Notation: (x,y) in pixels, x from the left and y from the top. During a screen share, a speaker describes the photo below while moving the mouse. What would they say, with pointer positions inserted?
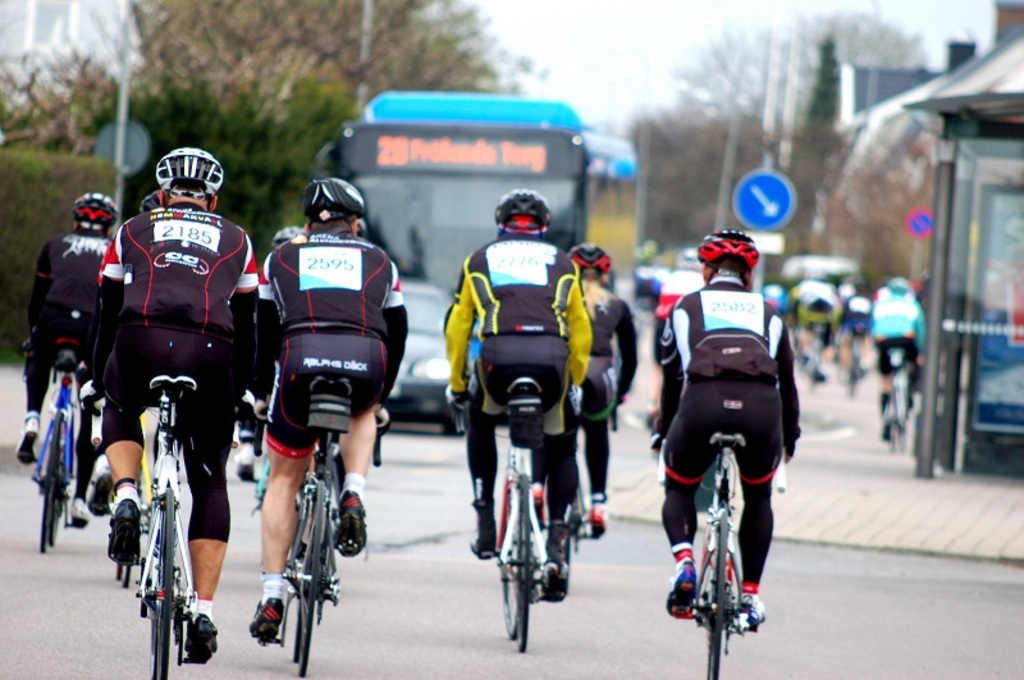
In this image we can see some persons (494,463) and bicycles (522,479). At the bottom of the image (560,648) there is the floor (94,656). In the background of the image (588,179) there are vehicles (412,163), people (854,325), bicycles (819,366), poles (728,195), trees (279,101), the sky (634,111) and other objects (971,195).
